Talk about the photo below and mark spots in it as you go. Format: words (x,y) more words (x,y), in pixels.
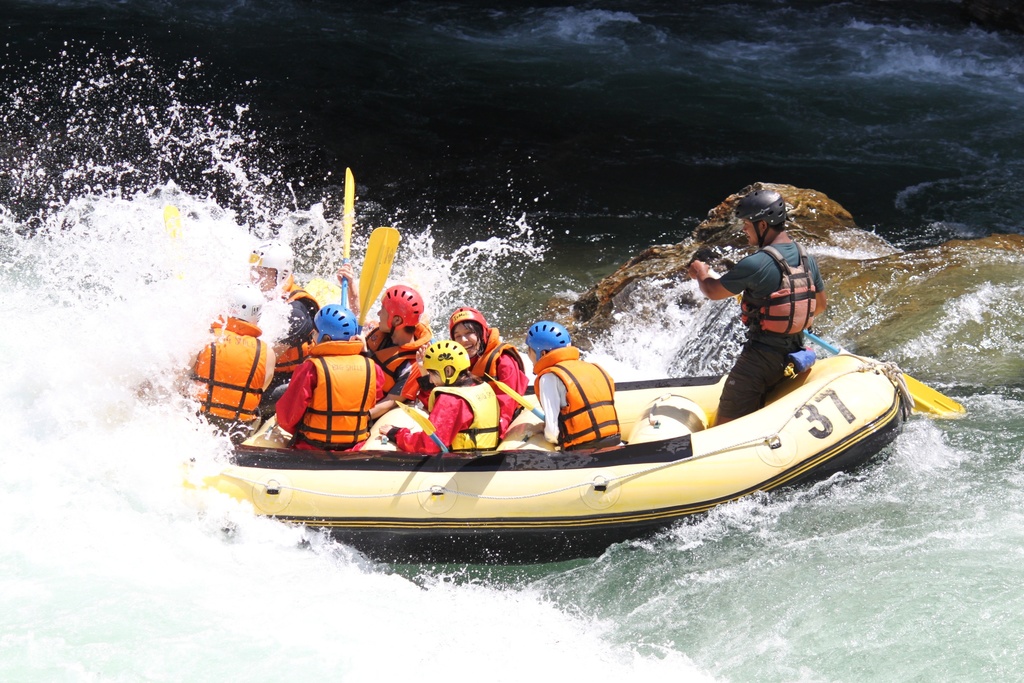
In this image there are persons (359,359) rafting in water (178,328).
